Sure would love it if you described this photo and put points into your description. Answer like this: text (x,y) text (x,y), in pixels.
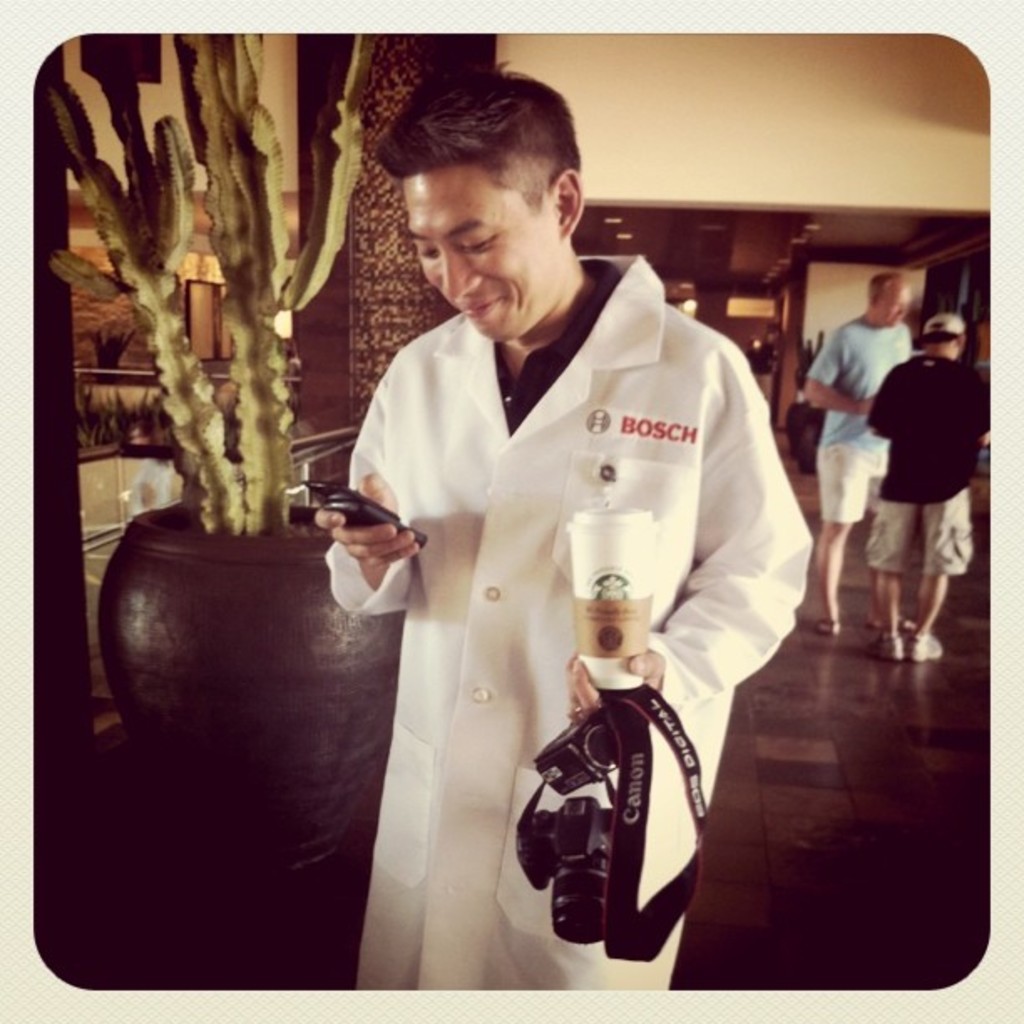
In this image, we can see holding a glass (596,569), belt (634,840) with camera (591,851) and mobile (383,515). He is smiling. Background (964,629) we can see plants (280,361) with, pot (305,723), walls (374,219), lights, few people (901,430) and floor (845,684).
